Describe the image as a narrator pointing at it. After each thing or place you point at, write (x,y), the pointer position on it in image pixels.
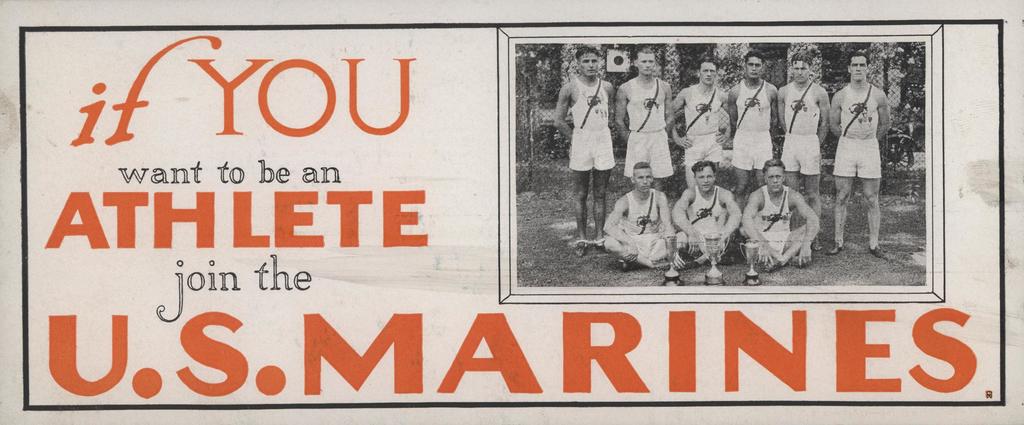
In the image there is text (208,347) on the left side (328,393) and on top (735,128) there is black and white picture (577,142) of few men (586,178) standing in vests (708,119) and shorts (591,165) and three men (793,200) sitting with trophy cups (705,250) in front of them.
